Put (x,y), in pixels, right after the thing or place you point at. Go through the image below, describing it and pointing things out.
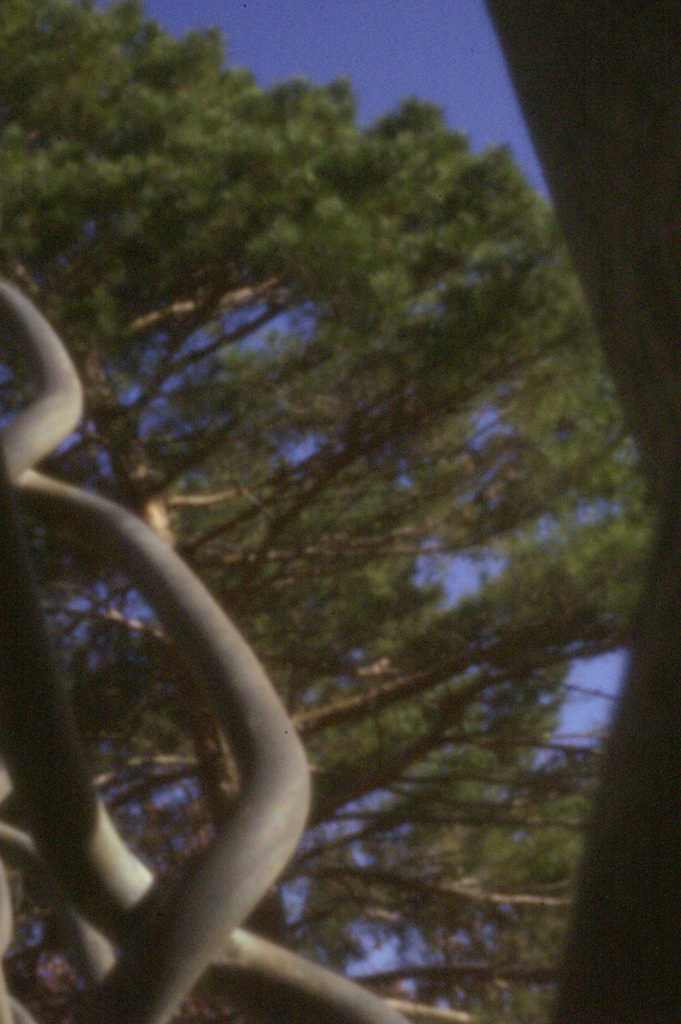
In this image there are trees (137,227), objects (188,904) and blue sky (416,24).
